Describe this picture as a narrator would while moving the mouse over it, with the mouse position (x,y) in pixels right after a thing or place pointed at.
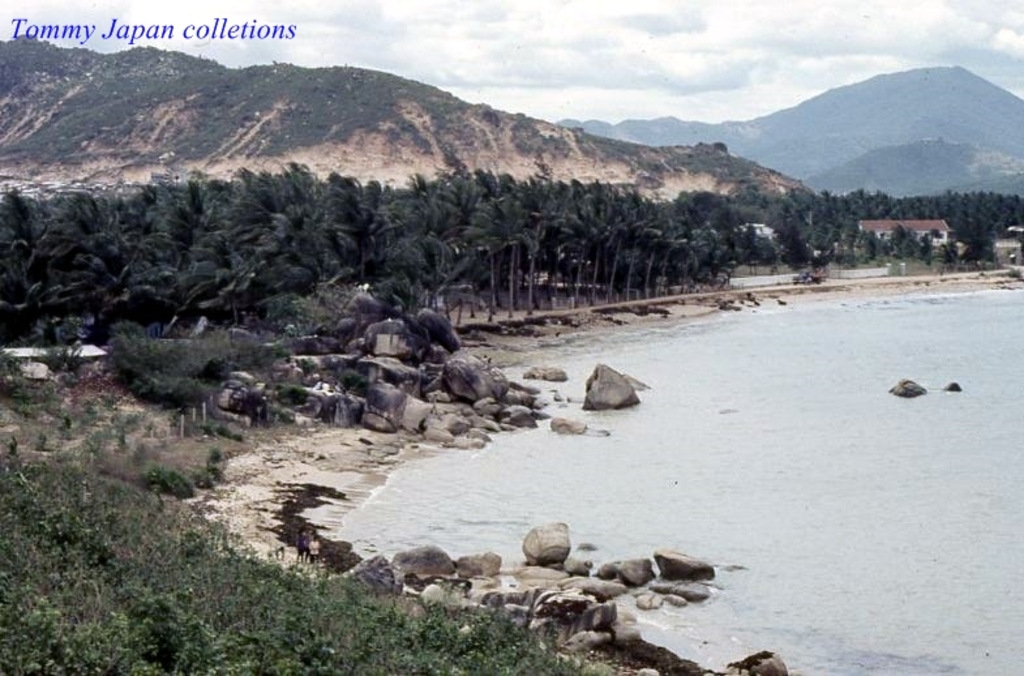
In this picture we can observe some trees (351,278) and rocks (392,399). We can observe some text (91,34) on the left side (146,34). There is an ocean (815,417) on the right side (806,440). In the background (779,128) there are hills (836,145) and a sky (595,51) with some clouds (593,57).
